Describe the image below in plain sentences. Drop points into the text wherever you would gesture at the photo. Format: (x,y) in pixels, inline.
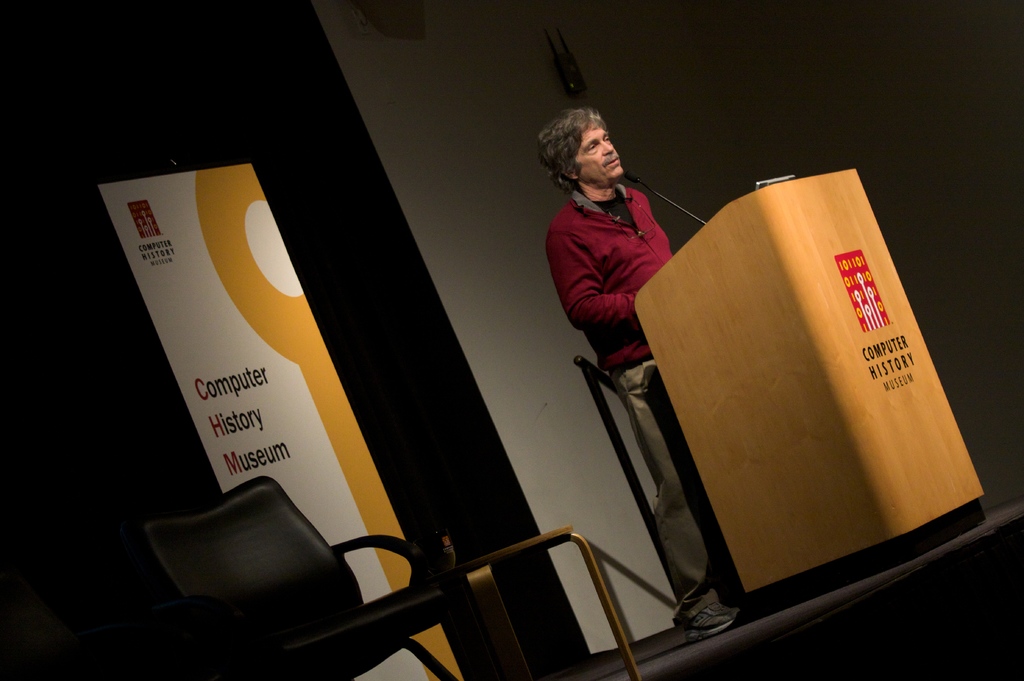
This picture is clicked inside. On the left (246,511) we can see a black color chair (293,580) and a stool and we can see a banner (327,480) on which we can see the text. On the right (790,487) there is a person (590,215) wearing red color jacket (643,276) and standing and we can see a microphone (637,182) is attached to the podium (793,409) and we see the text (870,371) on the podium (896,353). In the background (783,85) we can see the wall (659,45) and some other objects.
